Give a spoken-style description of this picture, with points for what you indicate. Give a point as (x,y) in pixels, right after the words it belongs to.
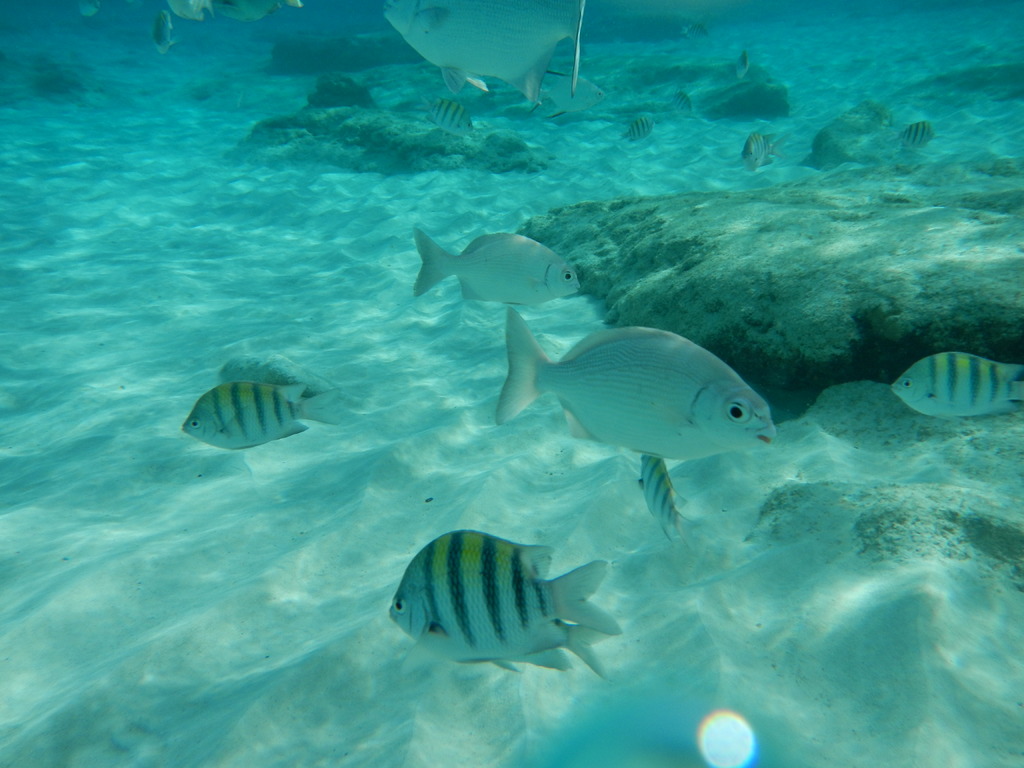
In this image we can see fishes (463,125), stones (864,298) and sand (468,389) are under the water (40,199).
